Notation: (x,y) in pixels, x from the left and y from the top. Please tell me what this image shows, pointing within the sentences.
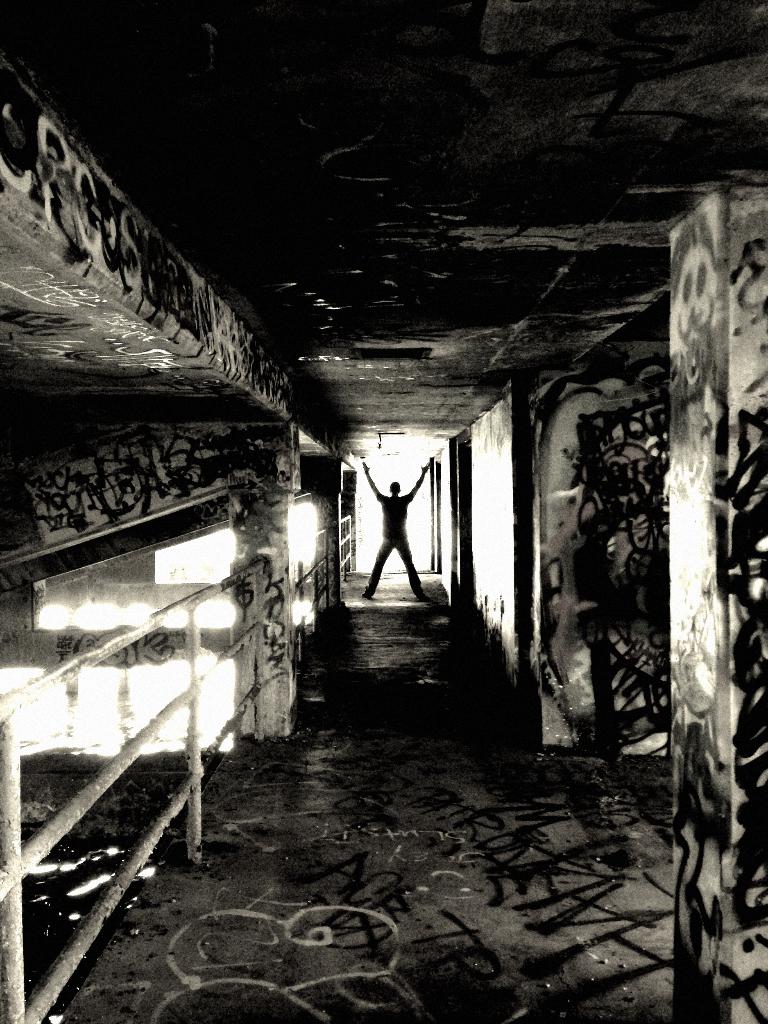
There is a person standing and we can see wall (582,659) and floor (408,762).
